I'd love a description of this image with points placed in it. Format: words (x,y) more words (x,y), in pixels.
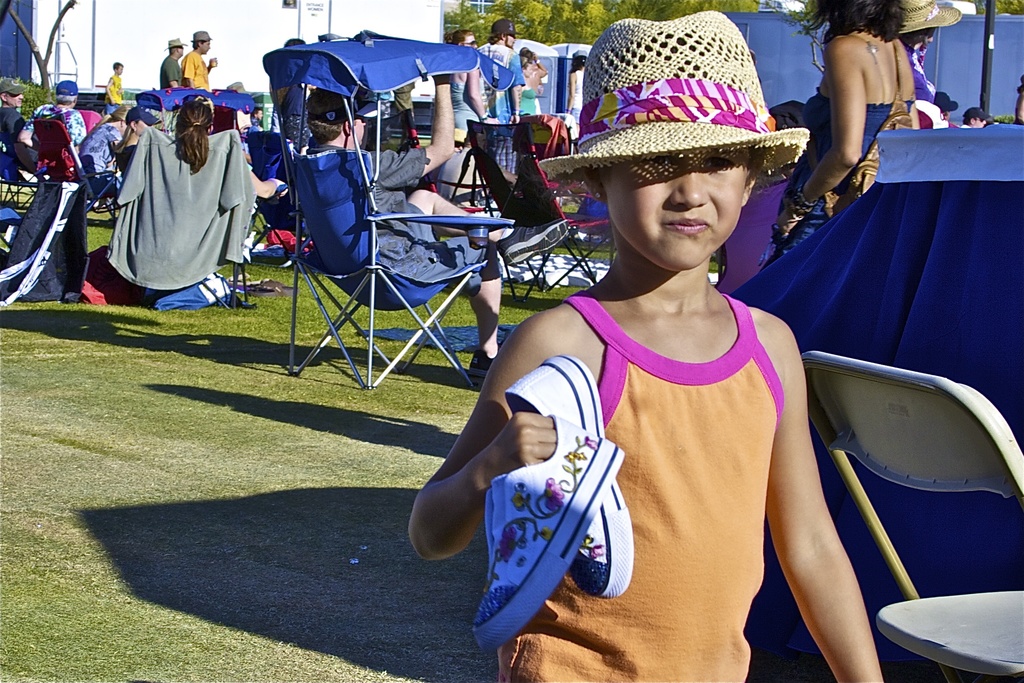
There is a child (681,194) wearing a hat (676,101) and holding shoes (573,410) in her right hand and there are many people (574,87) in her back.
